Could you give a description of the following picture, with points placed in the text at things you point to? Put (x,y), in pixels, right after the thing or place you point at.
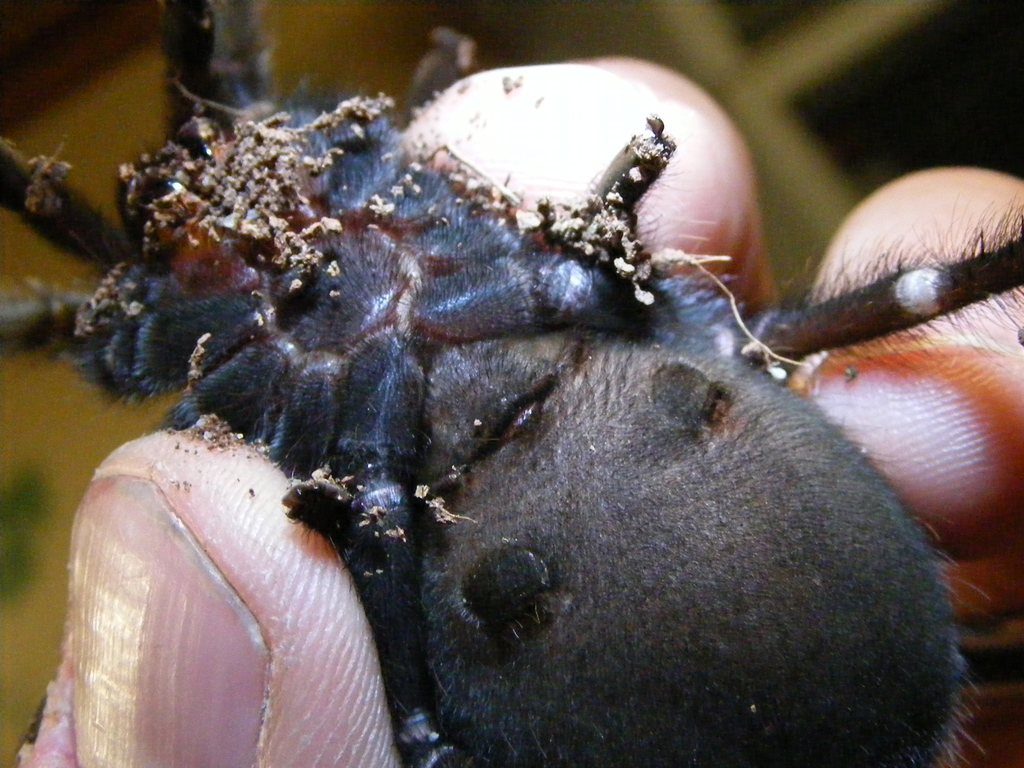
Here in this picture we can see an insect (324,266) present in a person's fingers (255,580) over there.
